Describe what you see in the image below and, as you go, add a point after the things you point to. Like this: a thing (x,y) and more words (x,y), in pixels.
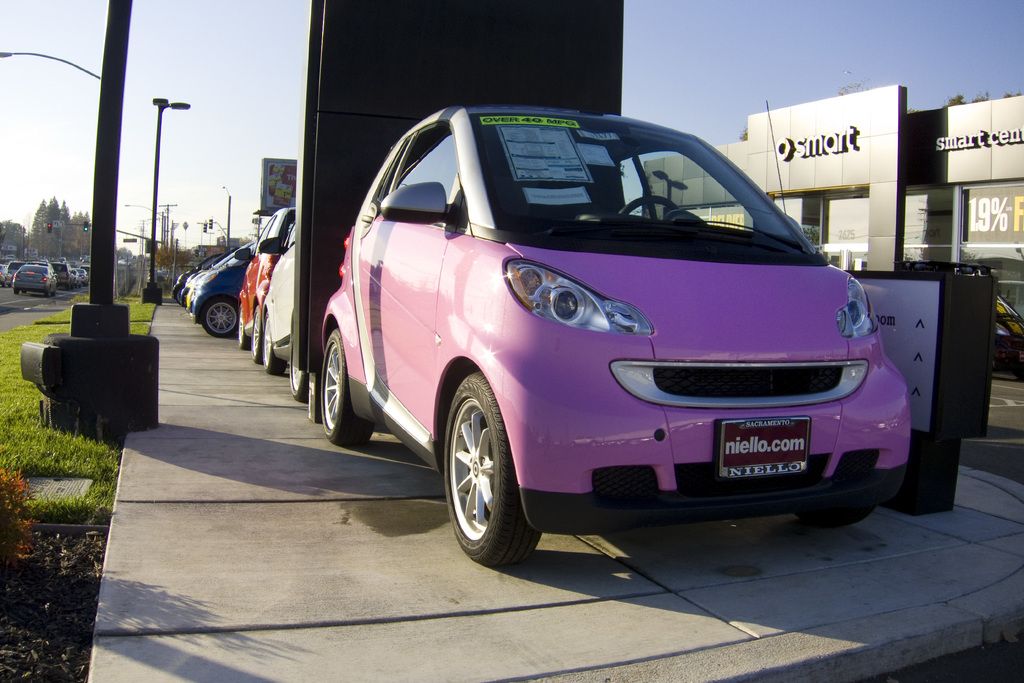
Here we can see cars (244,301), poles (116,78), trees (19,249), boards (970,304), and grass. In the background (191,161) we can see sky (664,86).
